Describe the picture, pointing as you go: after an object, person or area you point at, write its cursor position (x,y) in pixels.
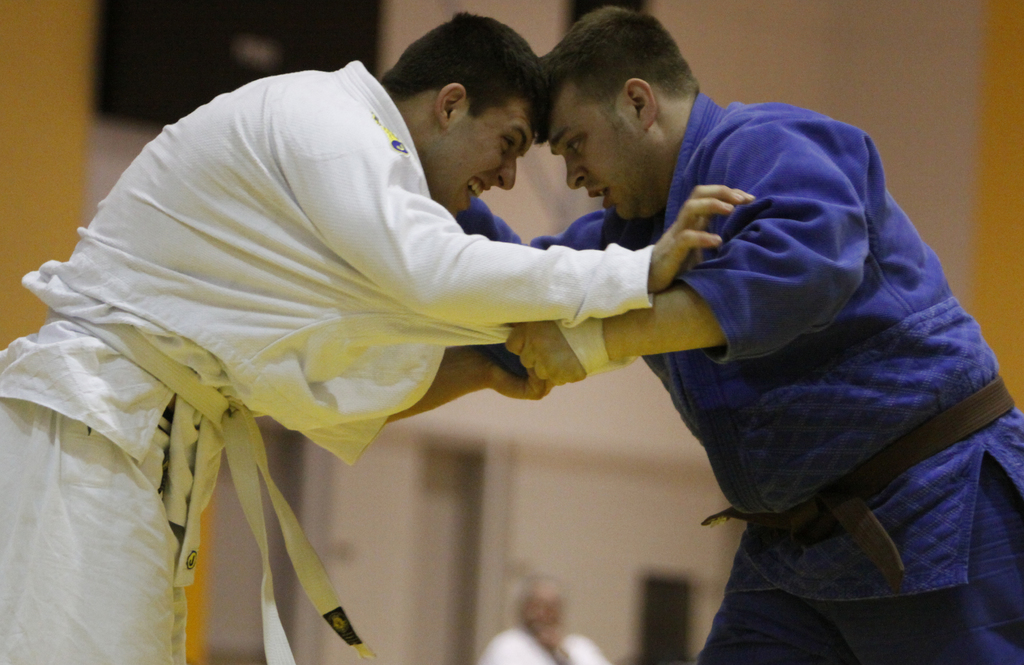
In this image we can see two persons (690,335) fighting with each other. In the background of the image (316,14) there is a wall (66,42), person (538,602) and other objects (114,5).
